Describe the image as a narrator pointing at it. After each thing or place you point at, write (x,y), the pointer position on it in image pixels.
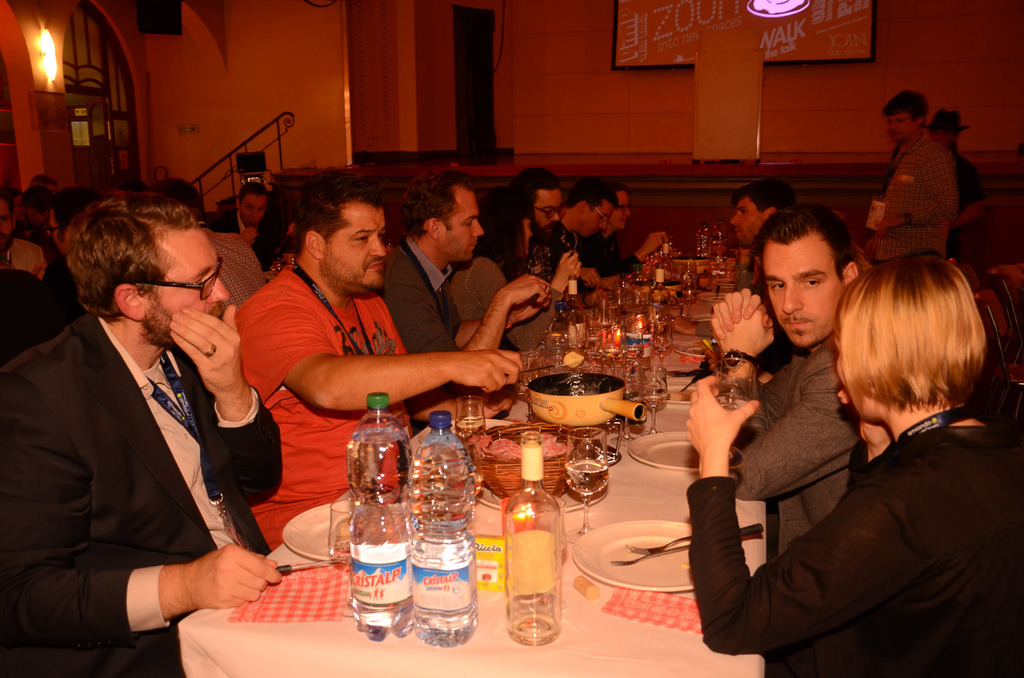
It is a closed room (609,287) where number of people (400,368) are present in front of the big table (680,352). On the table (524,535) there are water bottles (456,578) and plates (328,542) and food (515,443) and spoons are there. On the right corner of the picture (924,208) two people (919,190) are standing behind them there is a big wall (849,86) and a picture (624,0) on it and in the left corner of the picture (188,290) there are people (17,225) sitting behind them there is a big door (107,71) and a wall (64,93) and the lights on the wall (41,160) and in the right corner of the picture (919,585) one woman (896,561) is holding a glass (731,400) in her hand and she is wearing a black dress (932,587).
